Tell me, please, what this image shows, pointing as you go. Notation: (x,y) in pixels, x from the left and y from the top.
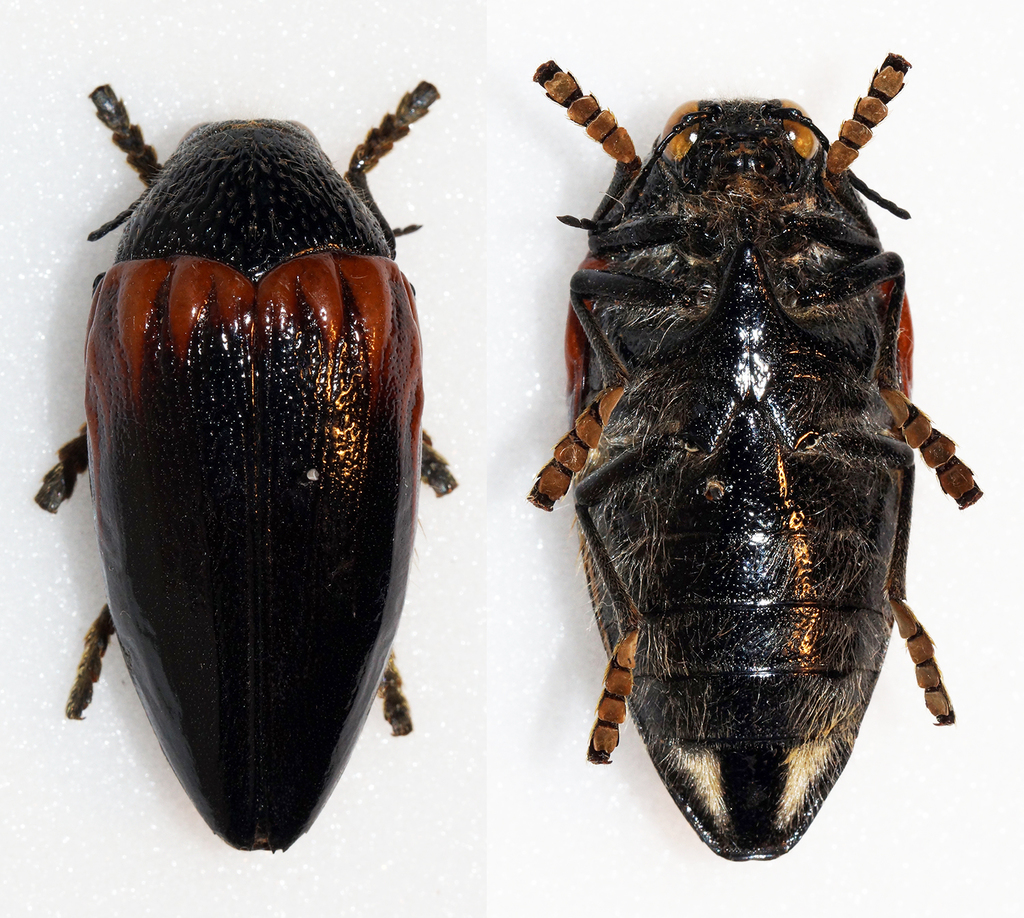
In this image, we can see two insects (346,293) on the white surface (524,100).
